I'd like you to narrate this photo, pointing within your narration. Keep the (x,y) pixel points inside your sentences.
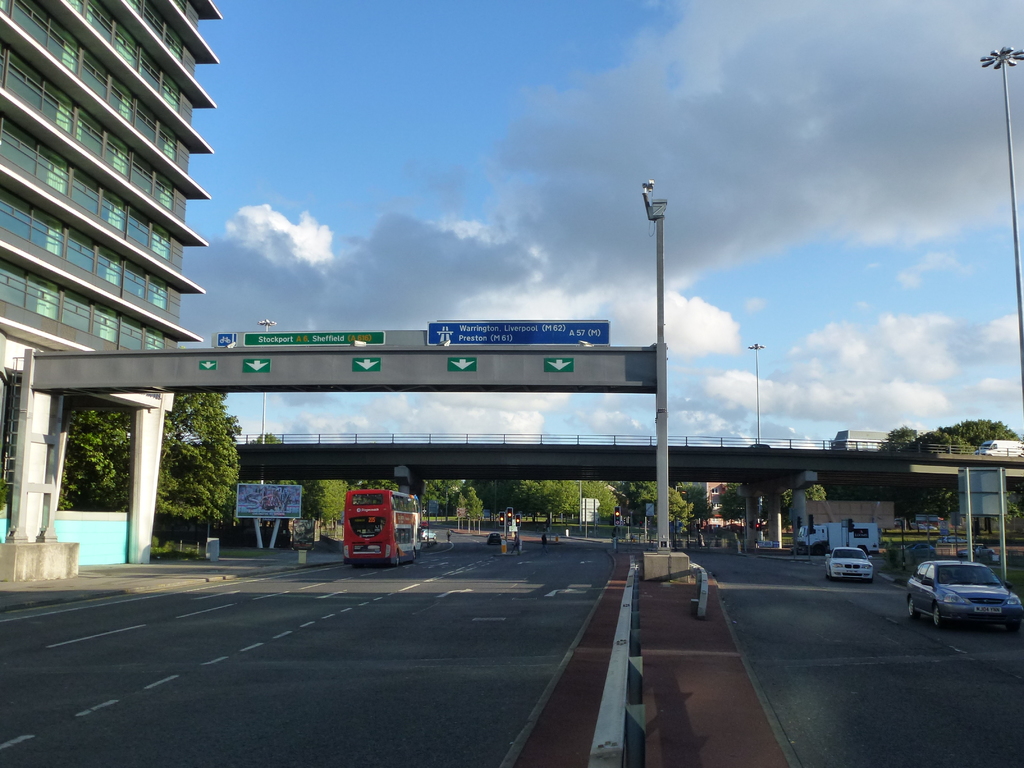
At the bottom of the image (378,640) there are road (810,572) with vehicles (364,521). And also there is a divider (594,638) with light pole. And also there is a pillar (107,370) with sign boards (532,338). In the background (411,459) there is a bridge (728,462) with railings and pillars (772,506). And also there are trees (317,493), poles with sign boards (243,497) and posters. In the top left corner of the image (129,89) there is a building (94,122) with glasses (71,52). At the top of the image (460,65) there is sky (495,78) with clouds (558,98).
